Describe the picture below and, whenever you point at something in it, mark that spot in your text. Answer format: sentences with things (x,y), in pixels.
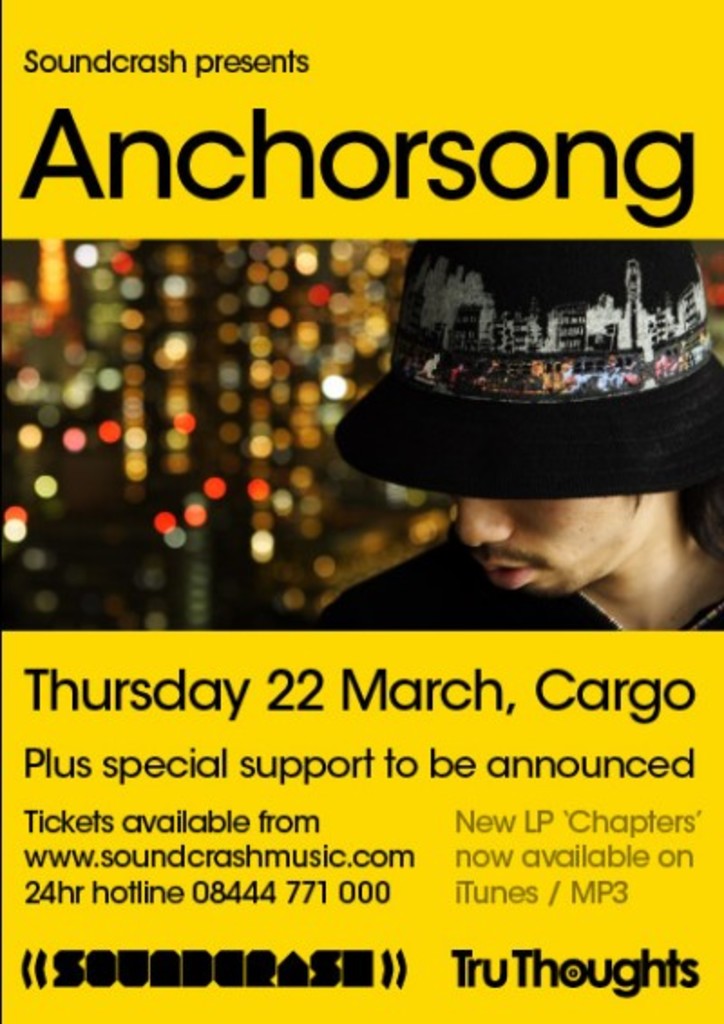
This is a poster (571,885) and in this poster (150,546) we can see a person (628,496), lights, some text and this person (622,507) wore a cap (387,437).
